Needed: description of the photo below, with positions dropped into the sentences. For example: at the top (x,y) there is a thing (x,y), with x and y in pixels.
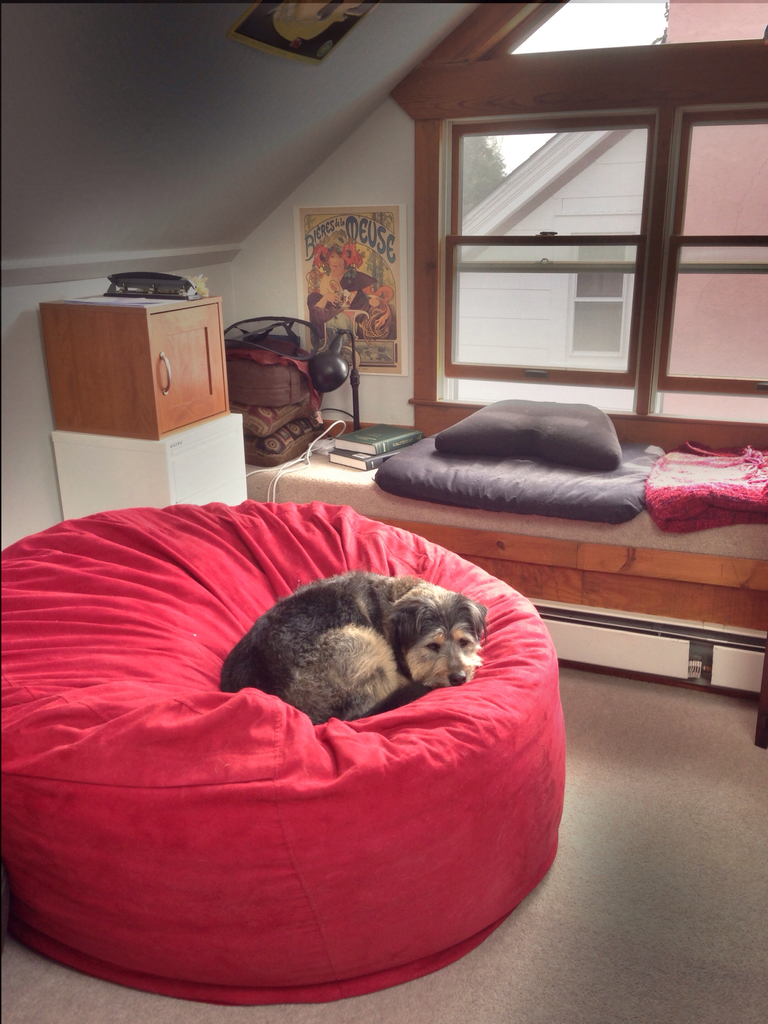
In the image I can see dog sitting on the bean bag (92,612), beside that there are some cupboards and bed (668,542) with pillow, blanket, books (355,456) and lamp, also there is a window (730,319) in between the walls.
